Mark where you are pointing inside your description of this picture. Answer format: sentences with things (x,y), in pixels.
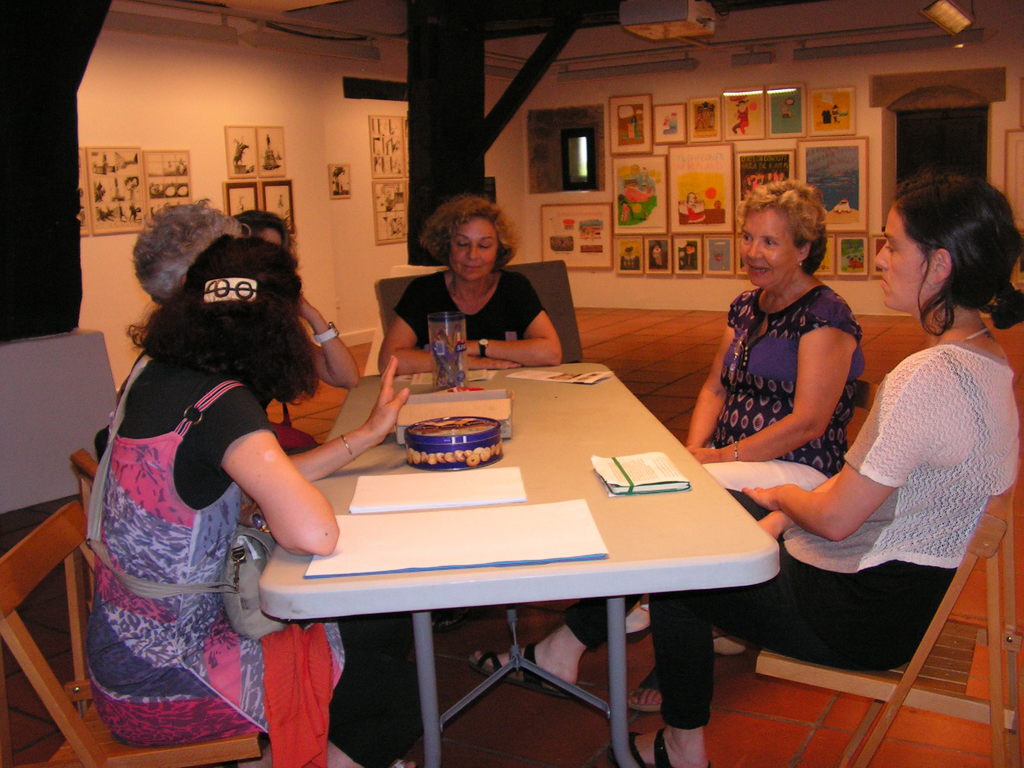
Different type of pictures (282,181) and posters (615,149) on wall (314,176). Front this woman's (842,427) are sitting around this table (598,519), on this table (524,441) there is a box (470,451), books (648,493), paper (468,485) and container (443,357).
